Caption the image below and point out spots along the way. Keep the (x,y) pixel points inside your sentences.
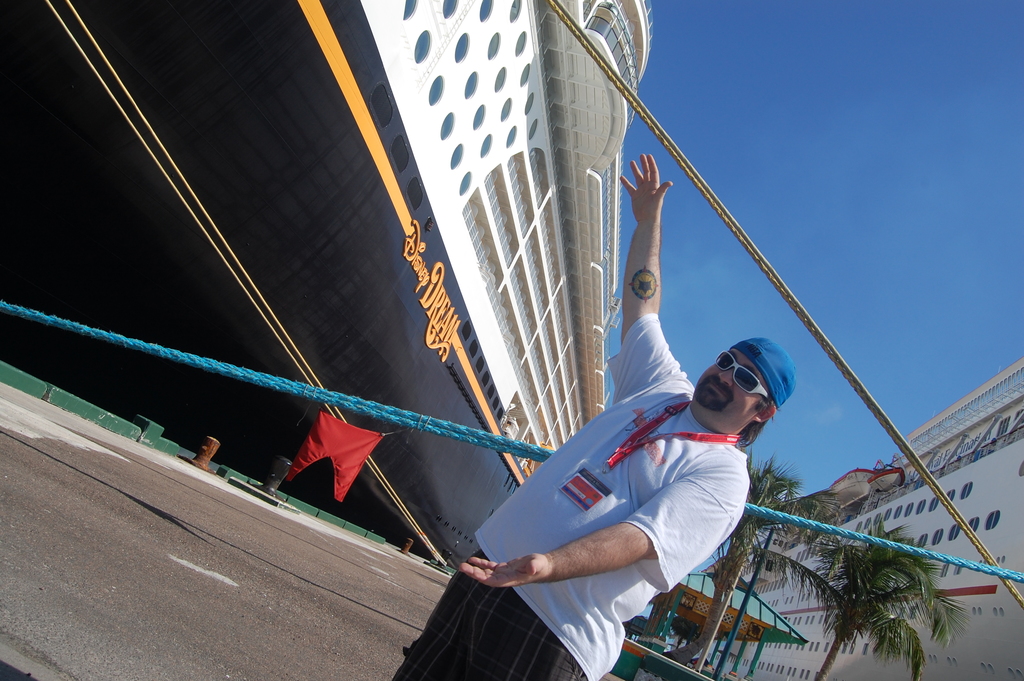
IN this image I can see two ships (414,254), persons (709,418), trees (873,594), threads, tents (698,596) visible in the middle (652,365), in the top right (924,54) there is the sky (934,160) visible.
